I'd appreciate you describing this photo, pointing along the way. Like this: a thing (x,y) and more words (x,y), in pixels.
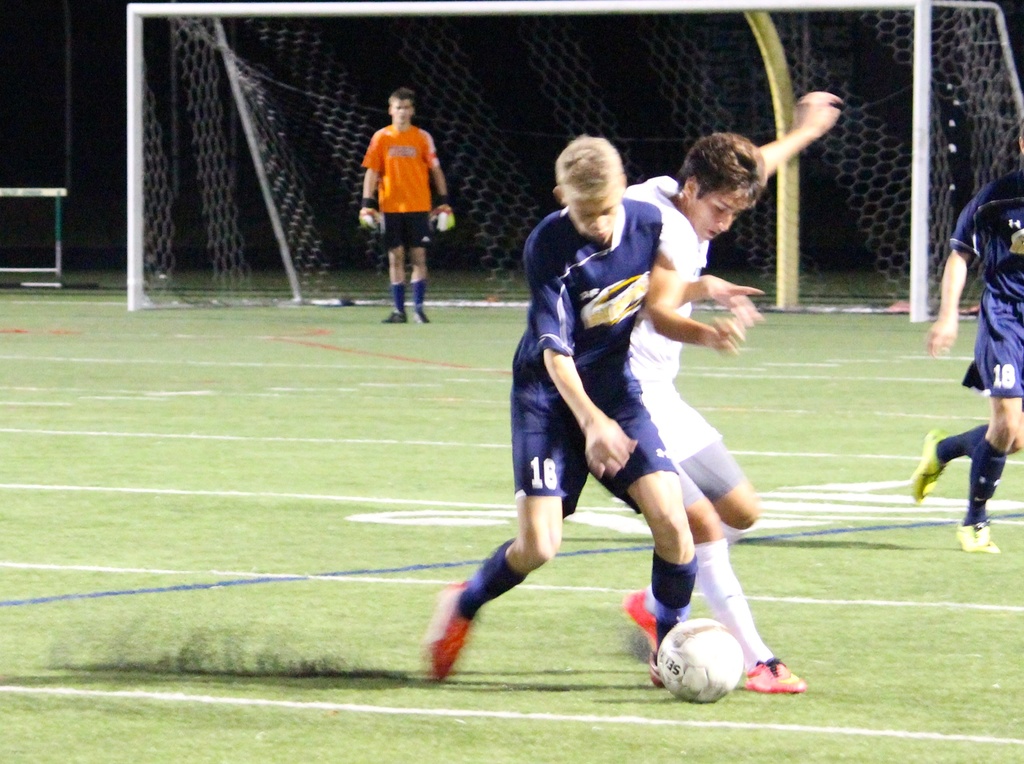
In this image we can see this people (698,441) are playing with ball (701,646) in the ground (753,611). In the background (394,144) we can see a man (382,175) standing at the net (449,263).
